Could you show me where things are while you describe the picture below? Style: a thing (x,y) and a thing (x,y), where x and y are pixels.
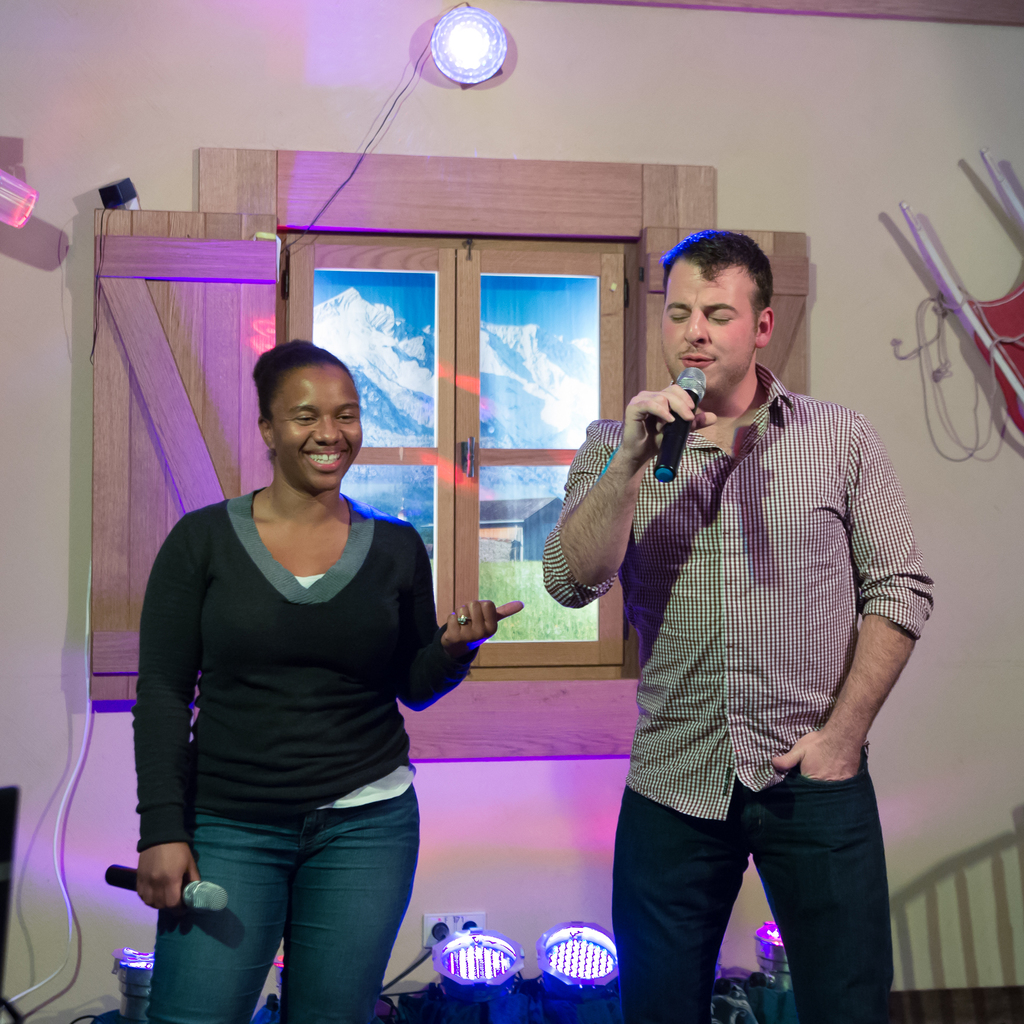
The image is inside the room (940,49). In the image there are two people (388,572) man (815,591) and woman (446,667). Man (759,604) and woman (297,781) are holding a microphone (209,893) on their hands (172,903) and background (449,492) there is a window (422,410) which is closed mountains (523,406), houses (529,539), light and a wall (852,139) at bottom (577,948) there are few lights (519,959).
